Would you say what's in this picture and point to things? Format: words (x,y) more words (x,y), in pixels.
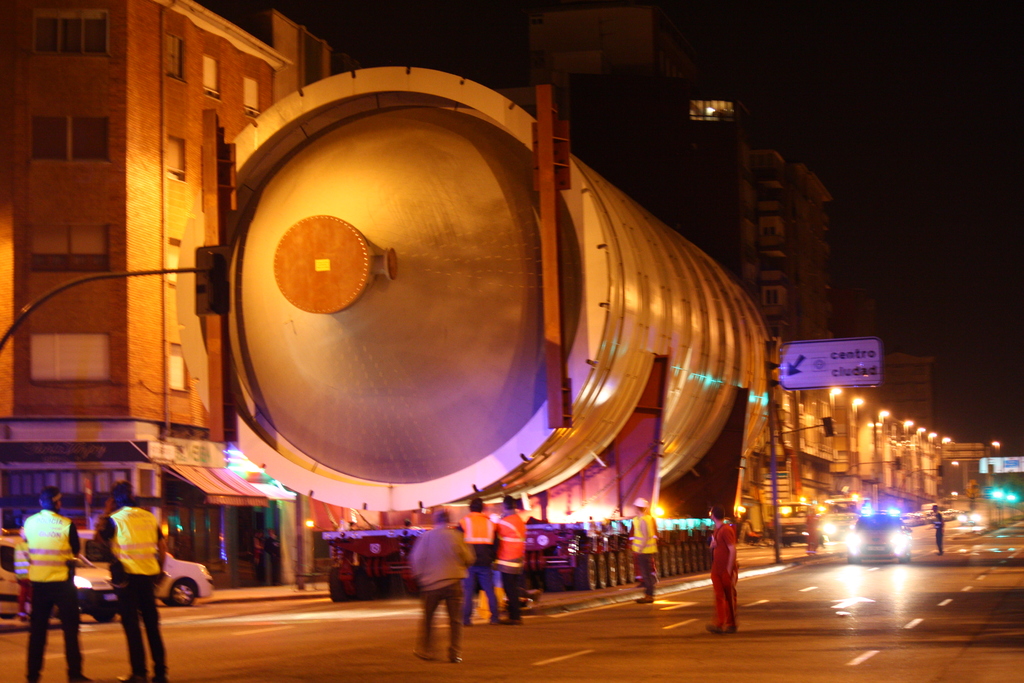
In this image we can see many buildings (171,190), in front (445,229) there is a cylindrical architecture (570,369) on a truck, there are group of persons (647,563) standing on a road (645,667), there are cars (889,556) travelling on a road (842,580), there is a white board (880,354), there is a pole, there are lights (893,544).
